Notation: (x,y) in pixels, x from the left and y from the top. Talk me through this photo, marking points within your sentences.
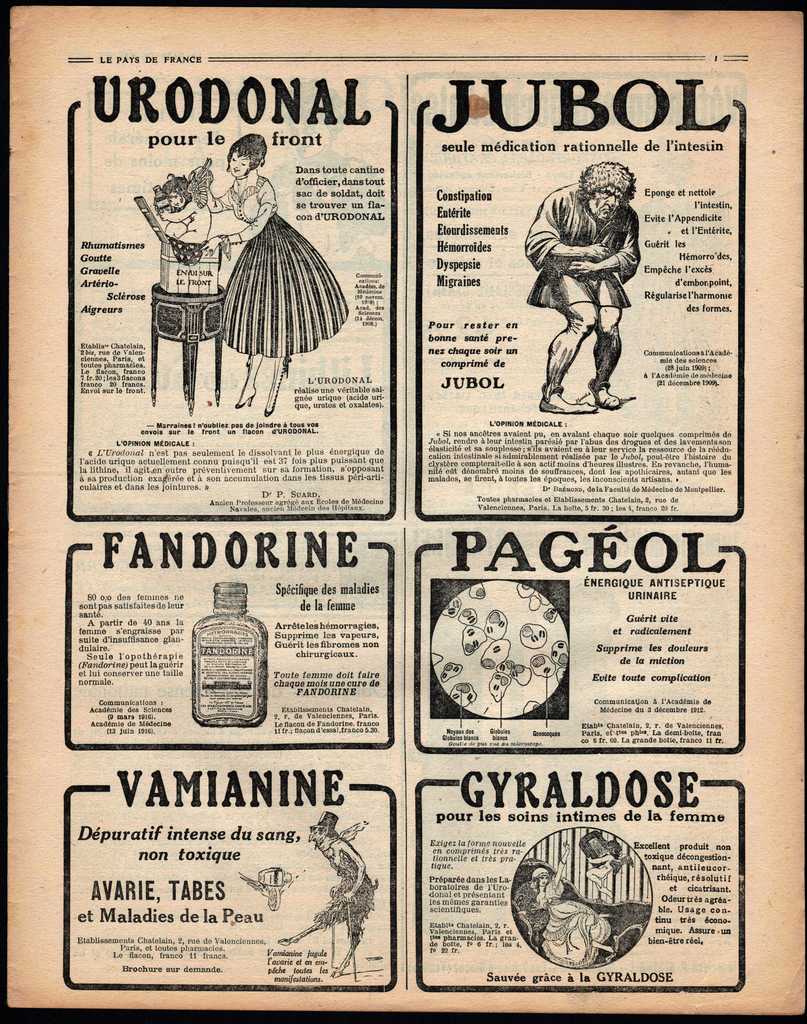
As we can see in the image there is a paper (474,527), On paper (377,381) there is a man (599,329), woman (302,320), table (222,320), box (208,263), bottle (233,677) and something written.
